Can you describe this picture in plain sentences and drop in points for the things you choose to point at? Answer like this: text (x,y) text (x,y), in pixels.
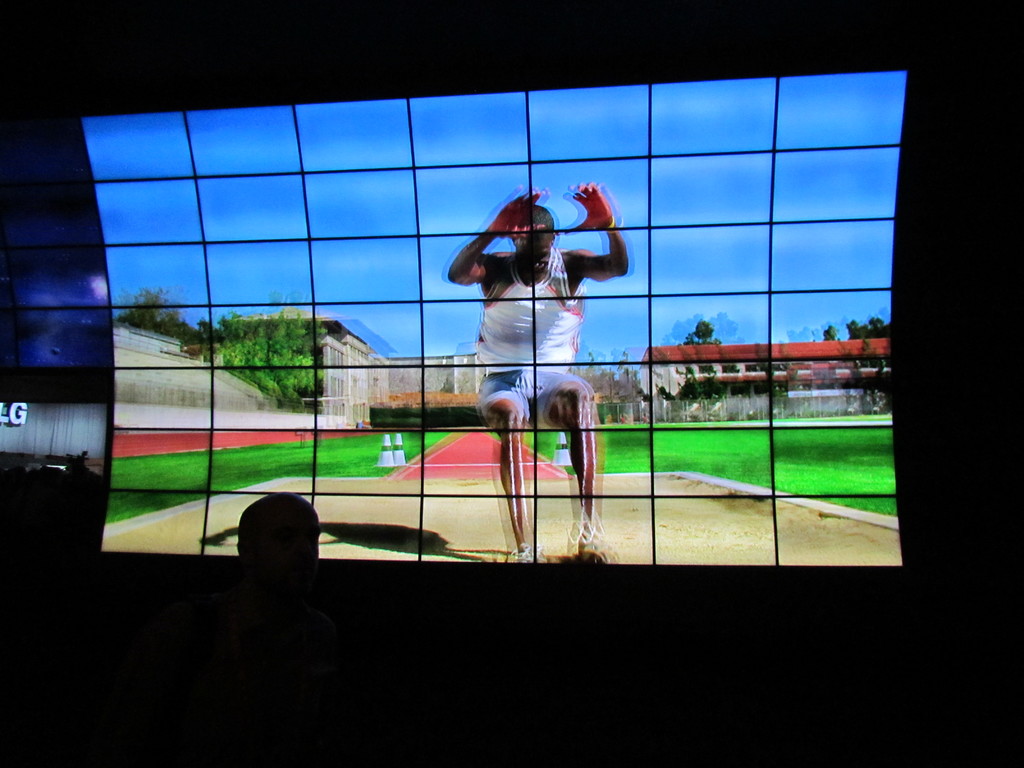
In this picture I can observe a screen (357,286). In the screen (494,333) there is a person (498,403) standing on the ground (415,502). In the background (357,383) there are some buildings (357,383), trees (251,366) and a sky (274,195). In front of the screen (567,264) there is a person (259,602).
